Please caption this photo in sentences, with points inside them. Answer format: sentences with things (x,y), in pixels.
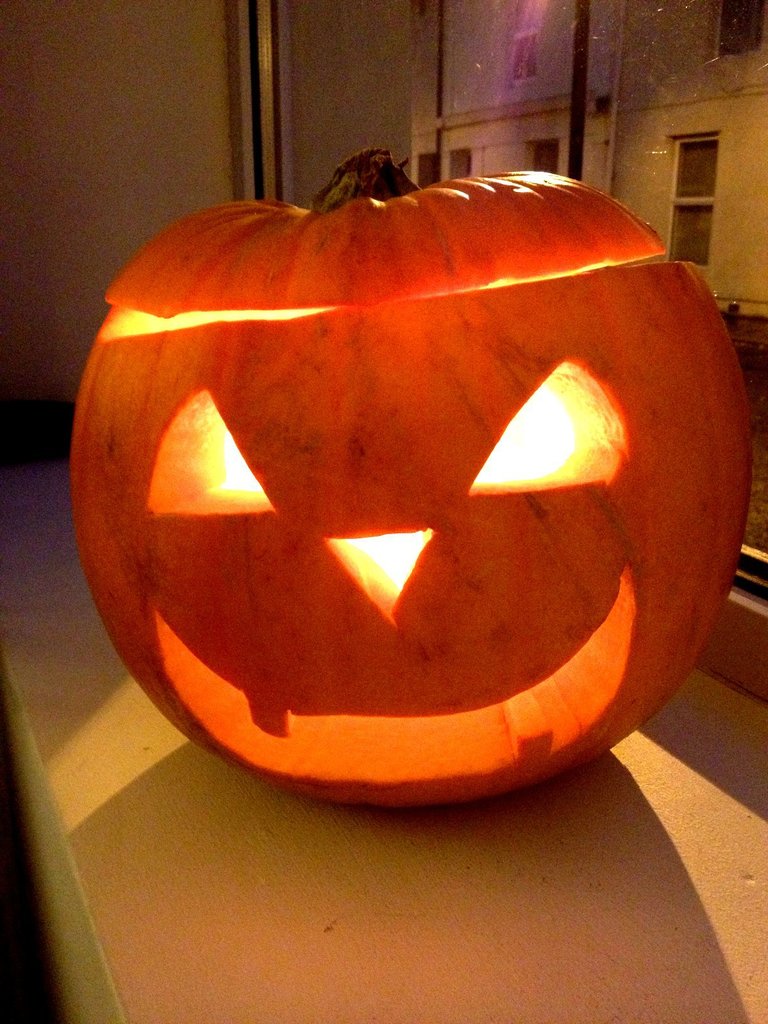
As we can see in the image there is a pumpkin (352,610) and building (614,125).
